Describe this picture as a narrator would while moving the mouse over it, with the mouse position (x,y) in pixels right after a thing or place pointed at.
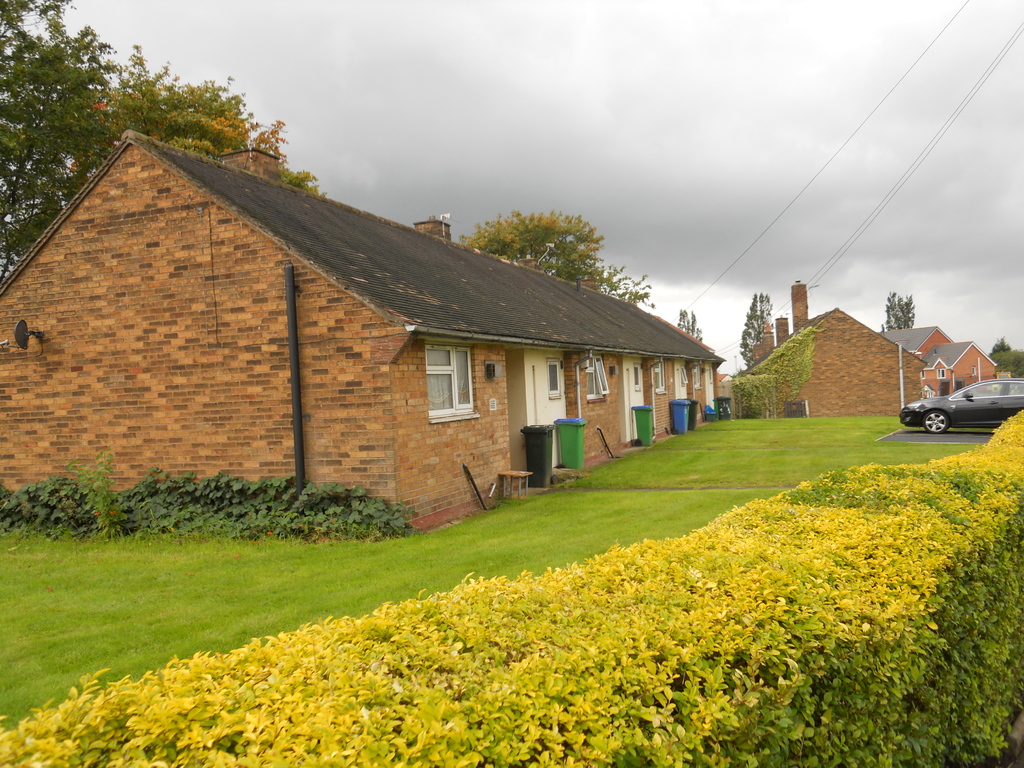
In this picture there are houses (638,308) on the right (816,321) and in the center of the image (353,324) and there is grassland (517,505) in the center of the image (611,470), there is a car (1023,407) on the right side of the image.
